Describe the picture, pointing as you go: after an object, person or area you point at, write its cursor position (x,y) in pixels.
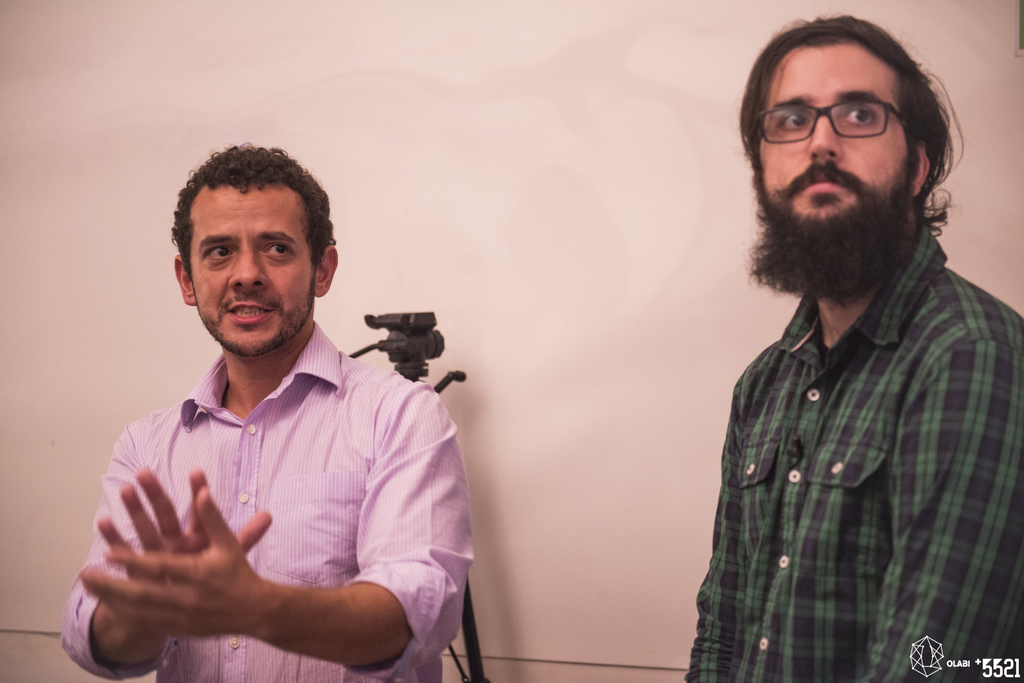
In this picture I can see couple of men (718,589) standing and we see a camera stand (440,341) on the back (404,344) and a man (180,517) clapping with his hands (157,562) and another man (775,138) wore spectacles (865,103) on his face (793,126) and we see a white color background (348,56).
